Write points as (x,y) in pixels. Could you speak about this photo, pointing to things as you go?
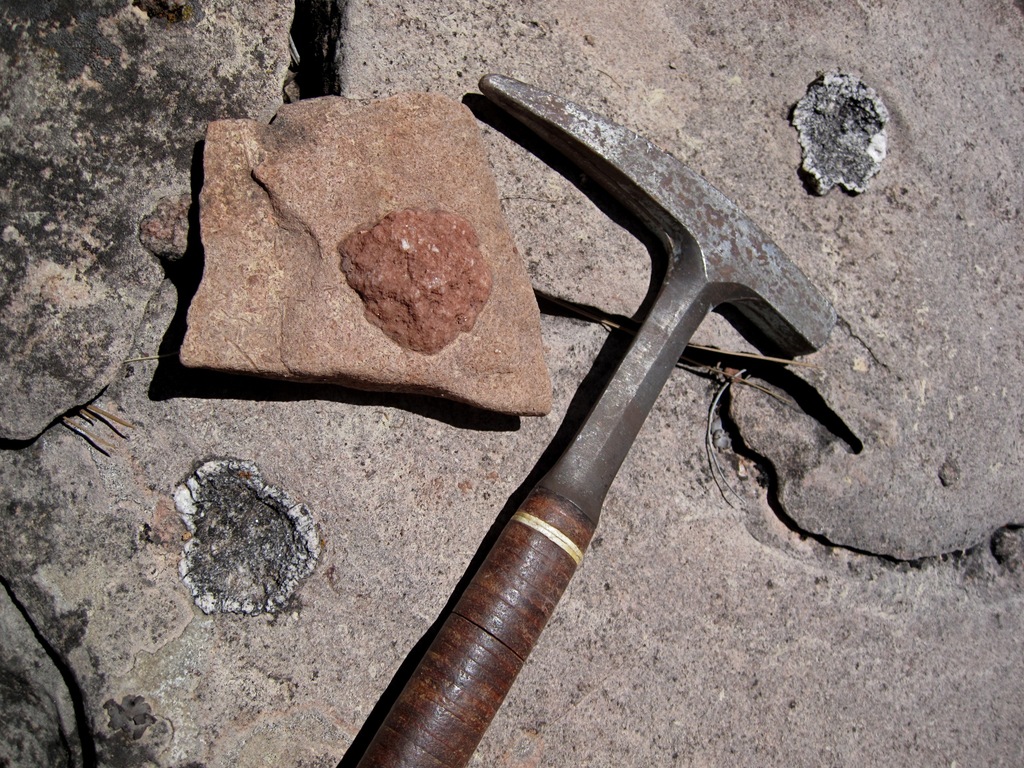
In this picture we can see a hammer (536,561) which is near to the stone (401,264).
